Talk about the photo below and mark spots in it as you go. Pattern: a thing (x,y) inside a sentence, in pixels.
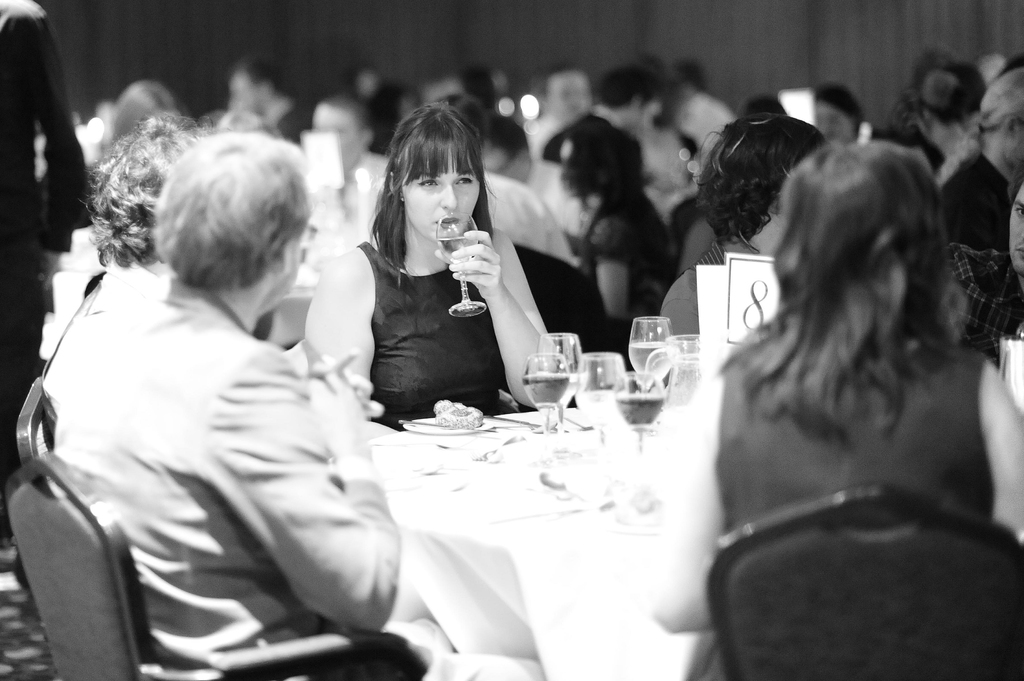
There are group of people (269,252) sitting around the table (555,455) and few glasses (656,346) placed on table (587,457) one woman (401,405) is drinking it.
